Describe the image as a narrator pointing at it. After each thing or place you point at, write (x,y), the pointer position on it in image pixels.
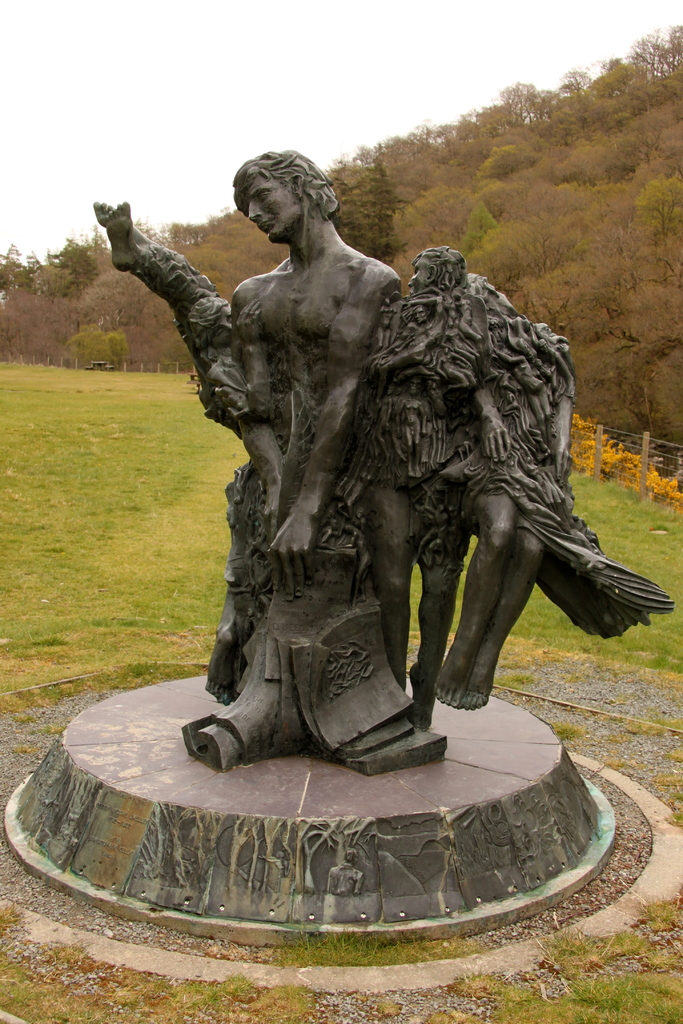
In the image there is a statue (313,548) in the middle (381,568) and behind there is grassland (634,642) and on the right side (545,180) there is a hill (592,211) with trees (545,282) all over it and above its sky (101,93).
